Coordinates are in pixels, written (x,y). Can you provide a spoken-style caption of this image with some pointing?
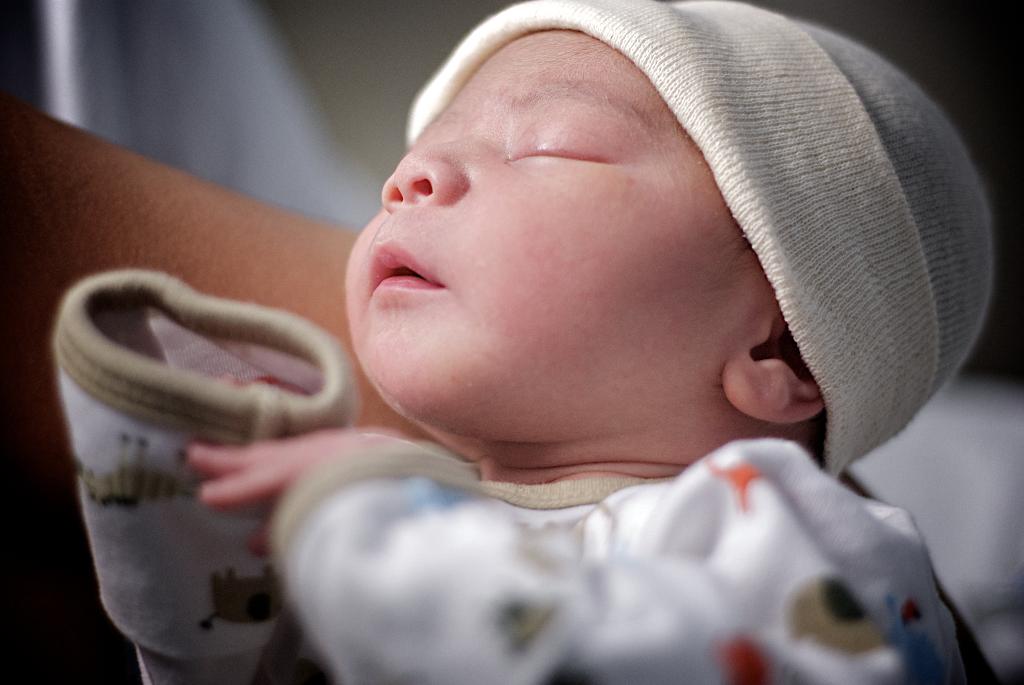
In this picture, we see a baby (580,270) is wearing a white cap (813,168) and a white T-shirt (608,484). The baby (609,602) is sleeping. In the background (119,155), it is in white and brown color. This picture is blurred in the background (937,444).
